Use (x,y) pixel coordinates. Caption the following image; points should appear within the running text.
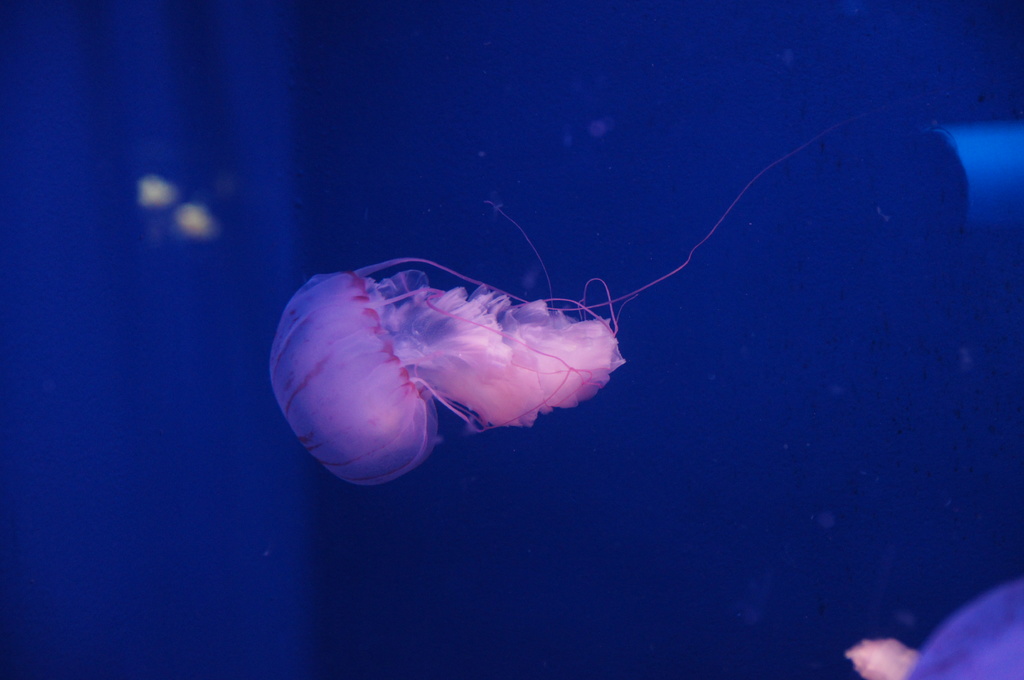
On the left side (324,453), there is a jellyfish (395,306) in the water (628,352). On the bottom right (980,649), there is an object (950,642). And the background (885,276) is blurred and it is blue in color.
